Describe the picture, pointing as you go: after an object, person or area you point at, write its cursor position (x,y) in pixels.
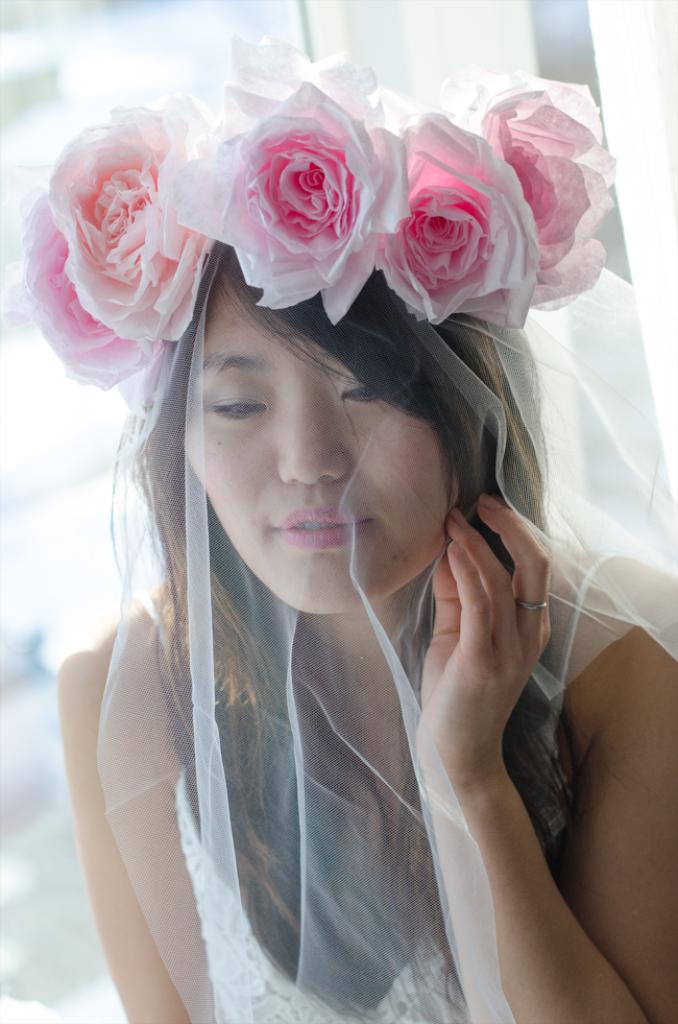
In this picture there is a woman (378,517) wearing white dress (276,988) and there are flowers (278,232) on her head (235,254). The background (12,752) is blurred.
